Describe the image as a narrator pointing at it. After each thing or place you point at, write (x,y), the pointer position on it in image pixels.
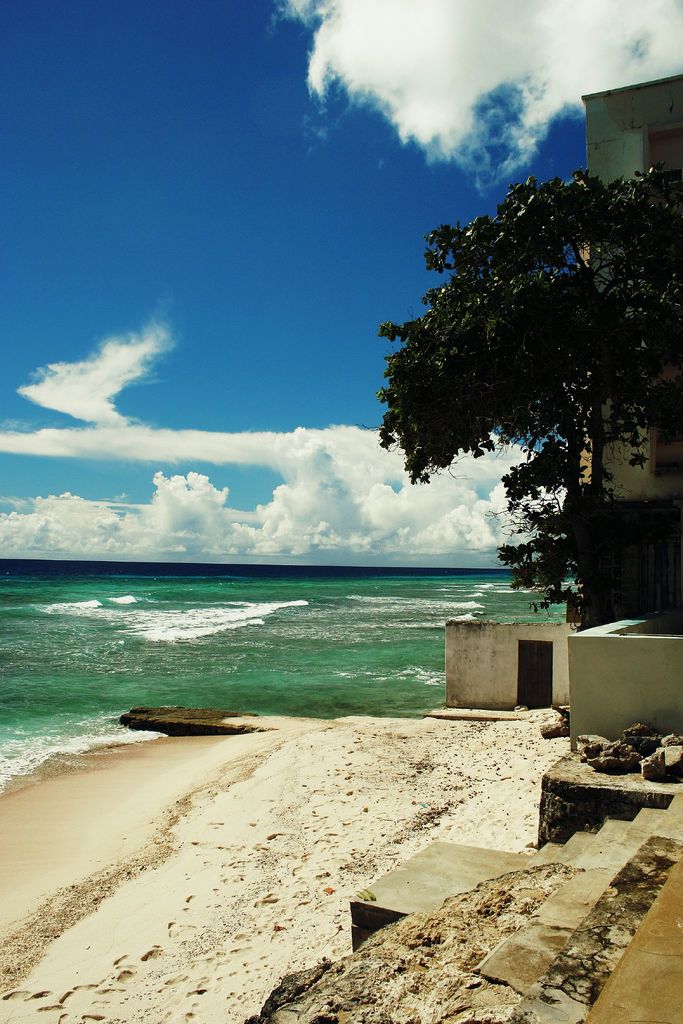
In this picture there is a house (632,129) and a tree (637,364) on the right side of the image (639,263) and there are broken stairs (656,863) at the bottom side of the image (677,852), there is water (352,568) in the background area of the image (325,604).
